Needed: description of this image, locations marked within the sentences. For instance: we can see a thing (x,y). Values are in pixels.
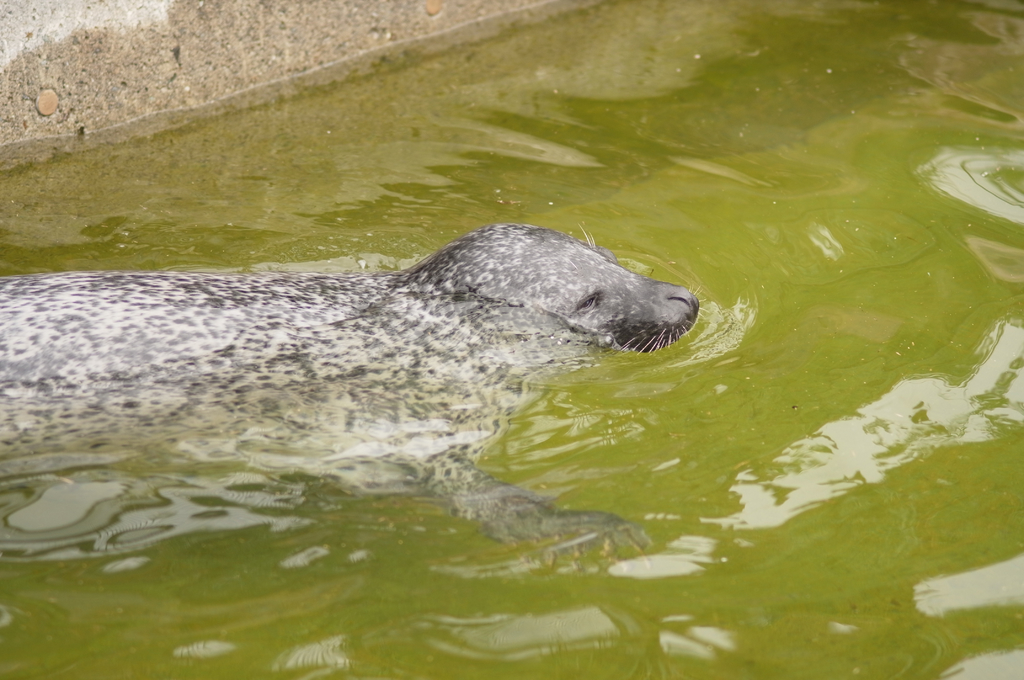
In this image we can a seal (388,334) in the water (63,229), also we can see the wall (230,65).
